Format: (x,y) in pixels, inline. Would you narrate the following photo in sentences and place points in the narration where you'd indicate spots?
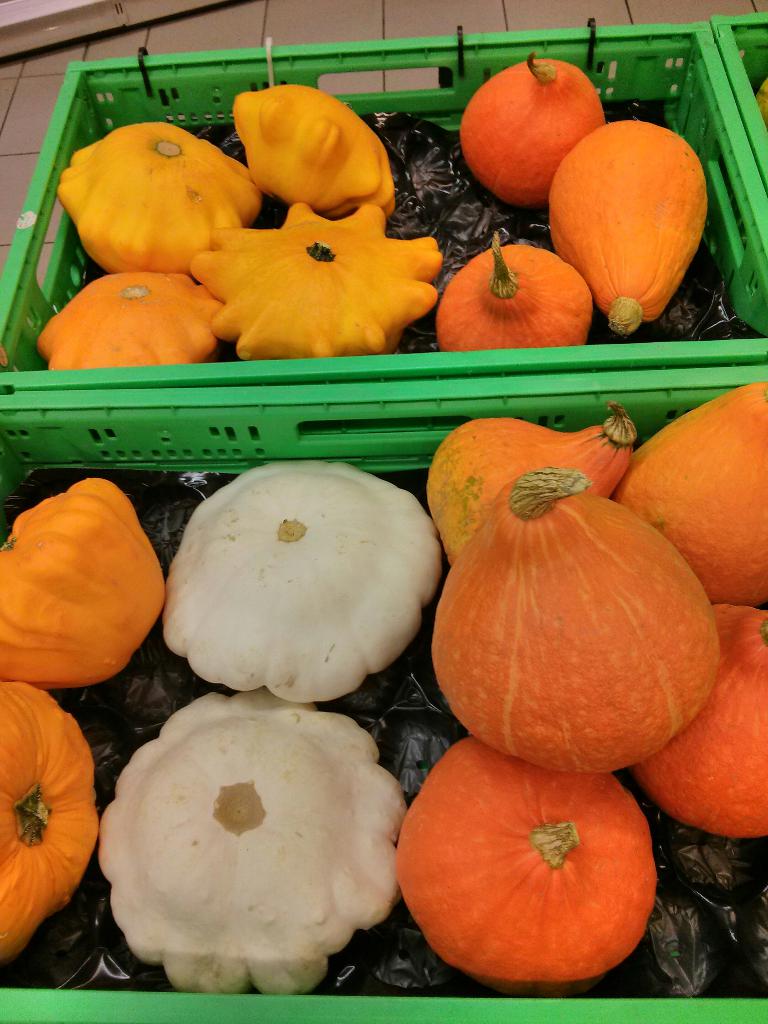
In the image there are pumpkins (307,650) in a green basket (125,119).
